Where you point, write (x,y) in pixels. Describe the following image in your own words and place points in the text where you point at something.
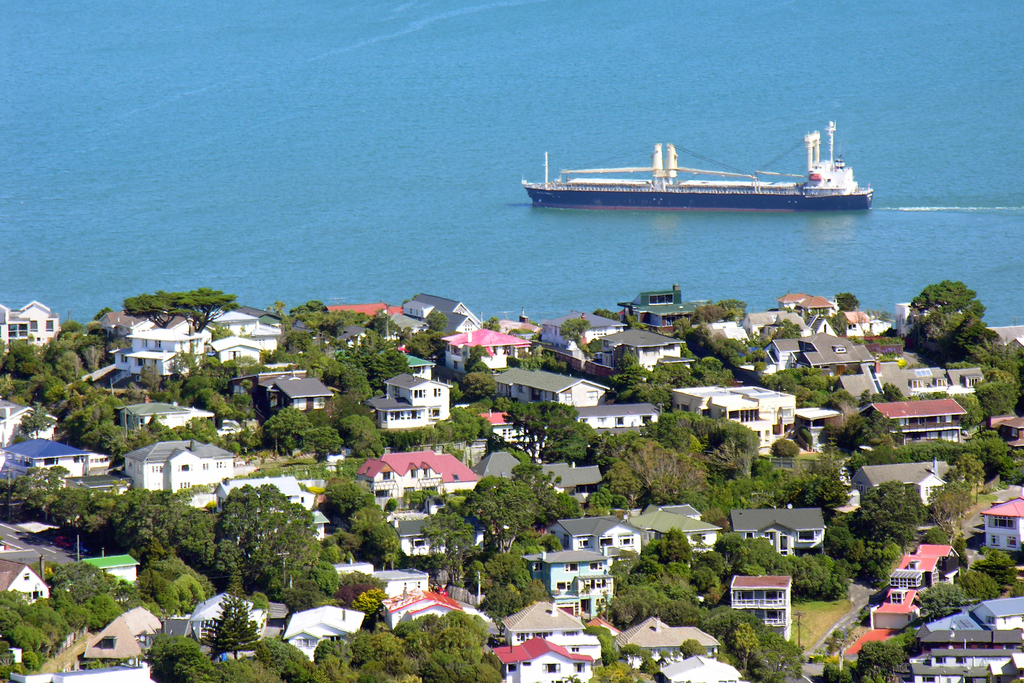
In this image at the bottom (431,498) there are houses (1009,427) buildings (1012,439) and some trees (983,448) and poles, and at the top of the image (452,190) there is a river (445,214) and in the river (874,176) there is one ship (744,204).
